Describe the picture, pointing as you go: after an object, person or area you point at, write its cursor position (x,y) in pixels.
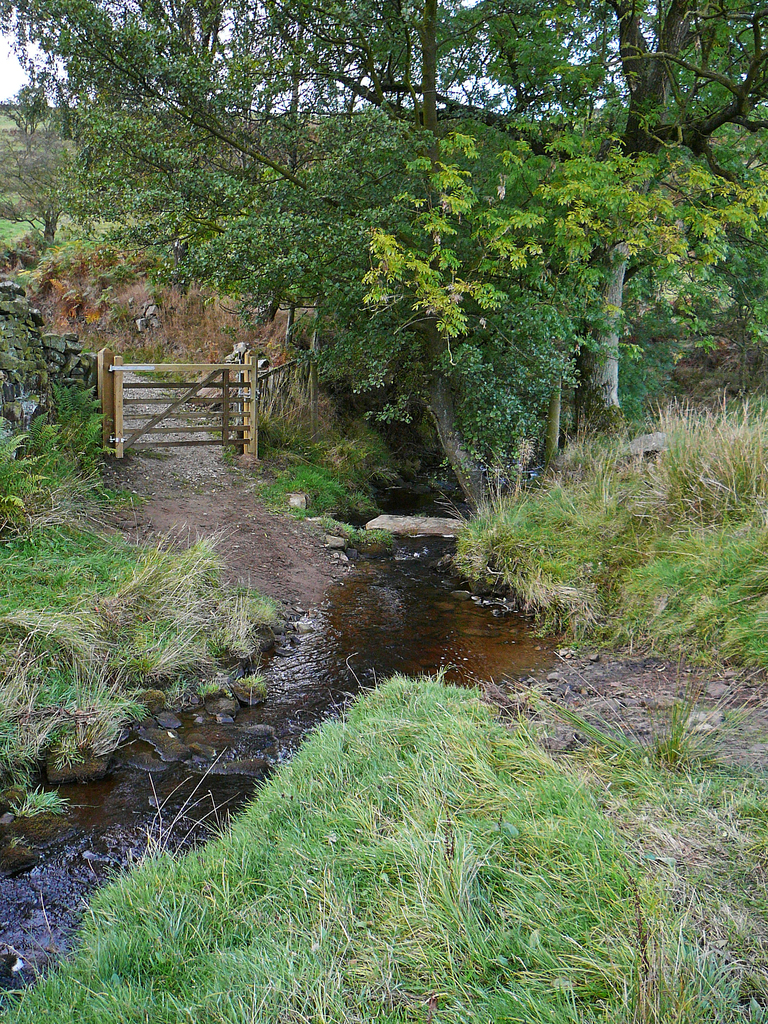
In the image there is a greenery (662,617) and the water (89,861) is flowing in between the grass surface (314,763), on the left side (187,385) there is a wooden fence (222,416).
